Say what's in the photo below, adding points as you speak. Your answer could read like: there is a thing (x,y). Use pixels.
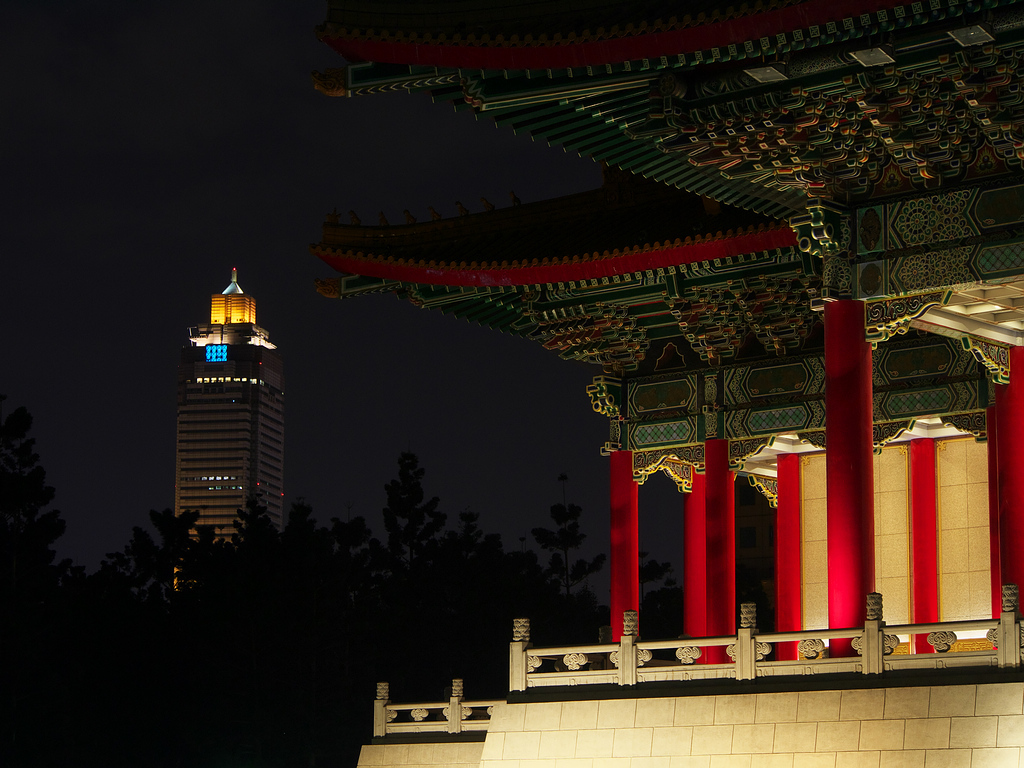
This is an image clicked in the dark. On the right side (719,480) there is a building (707,547) along with the pillars (636,602). In the background (191,659) there are many trees (274,611) and also I can see a building (233,381). At the top (180,125), I can see the sky (180,114).
